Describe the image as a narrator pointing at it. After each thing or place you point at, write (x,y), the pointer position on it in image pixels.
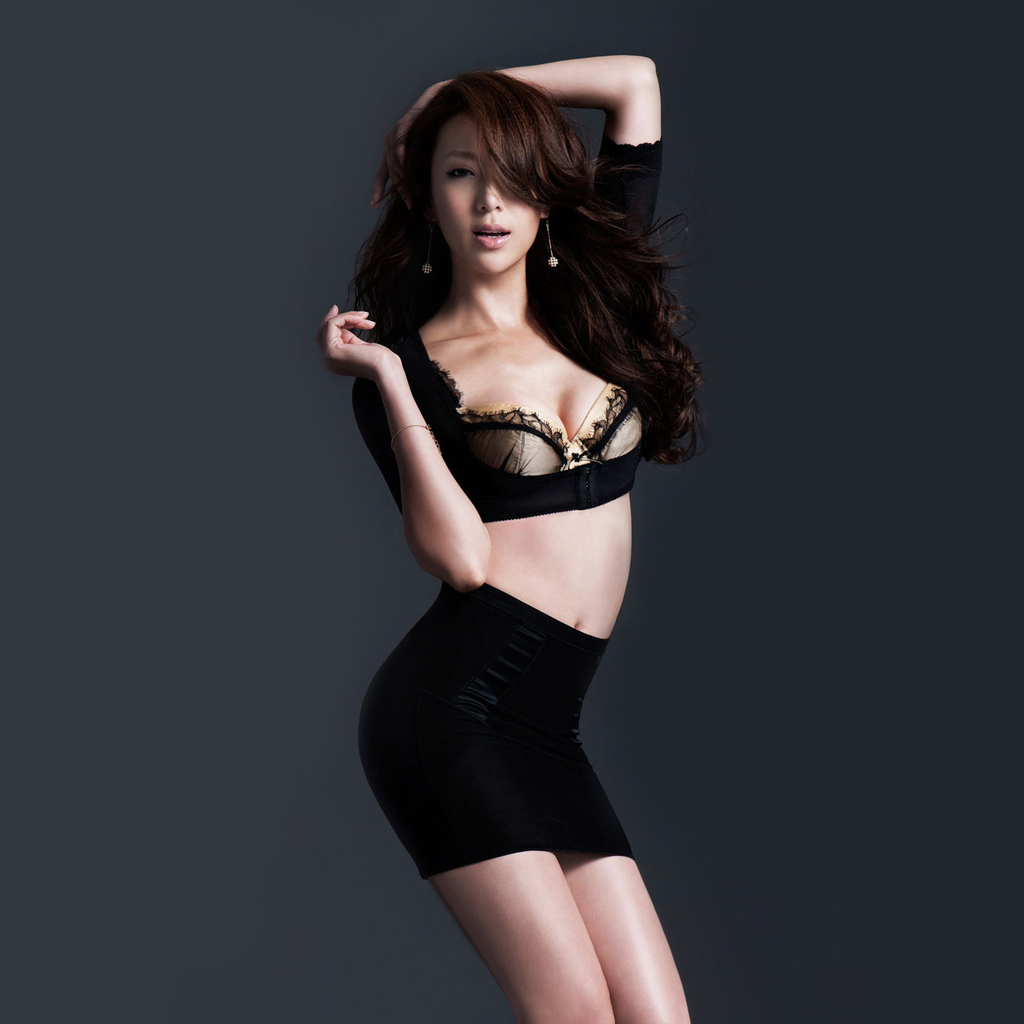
In this image we can see a girl (498,428) is standing and in the background (126,657) the image is in gray color.
